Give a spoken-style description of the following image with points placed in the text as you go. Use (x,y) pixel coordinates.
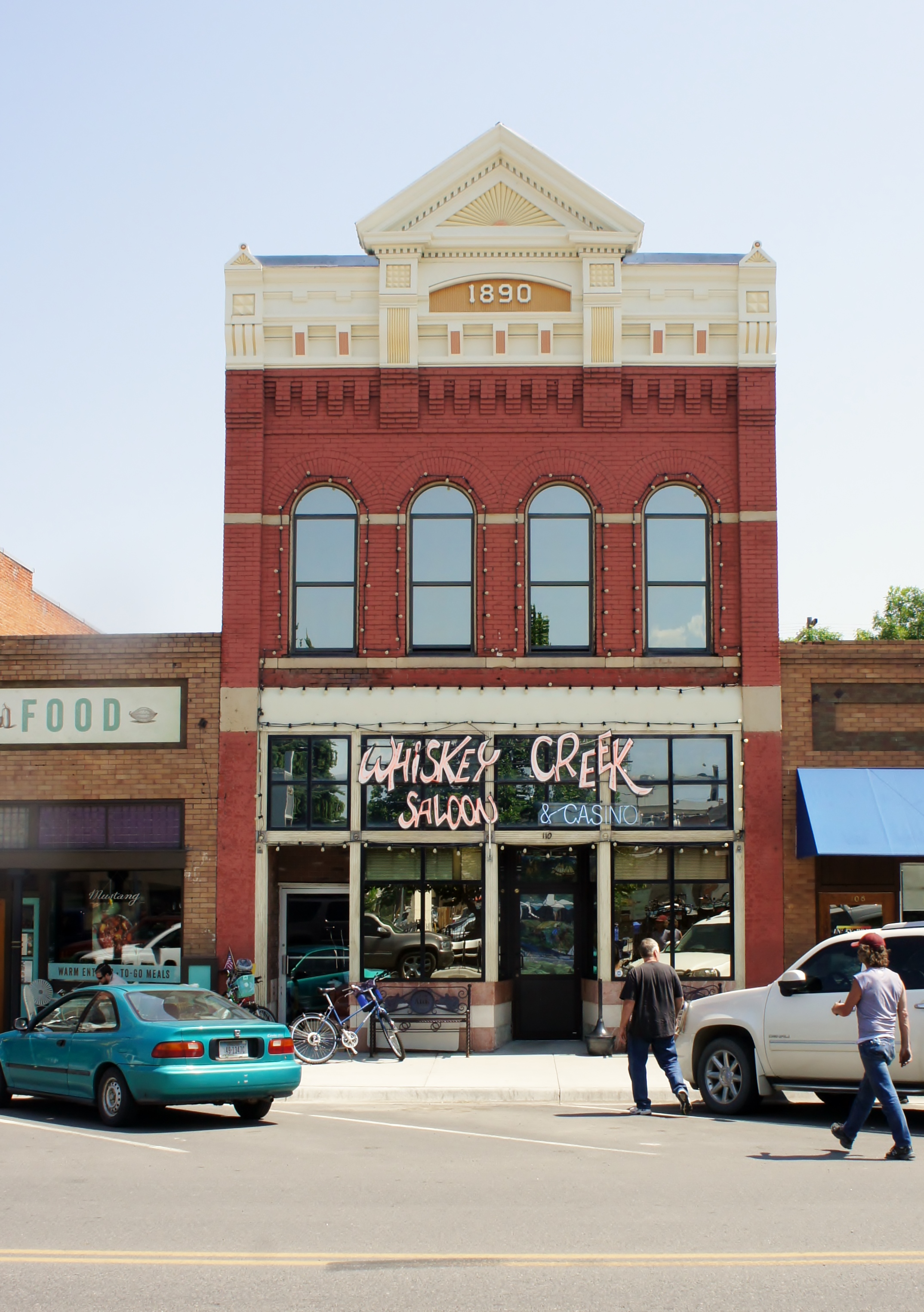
This picture is clicked outside. In the foreground (181,1051) we can see the vehicles (815,1067) and the group of persons (874,1058). In the center (329,664) there is a building (590,302) and we can the text (408,740) and the numbers (484,301) on the building (651,673) and we can see the windows (575,630) and wall (692,671) of the building (732,785). In the background (480,117) there is a sky (856,625) and the trees (896,605).
